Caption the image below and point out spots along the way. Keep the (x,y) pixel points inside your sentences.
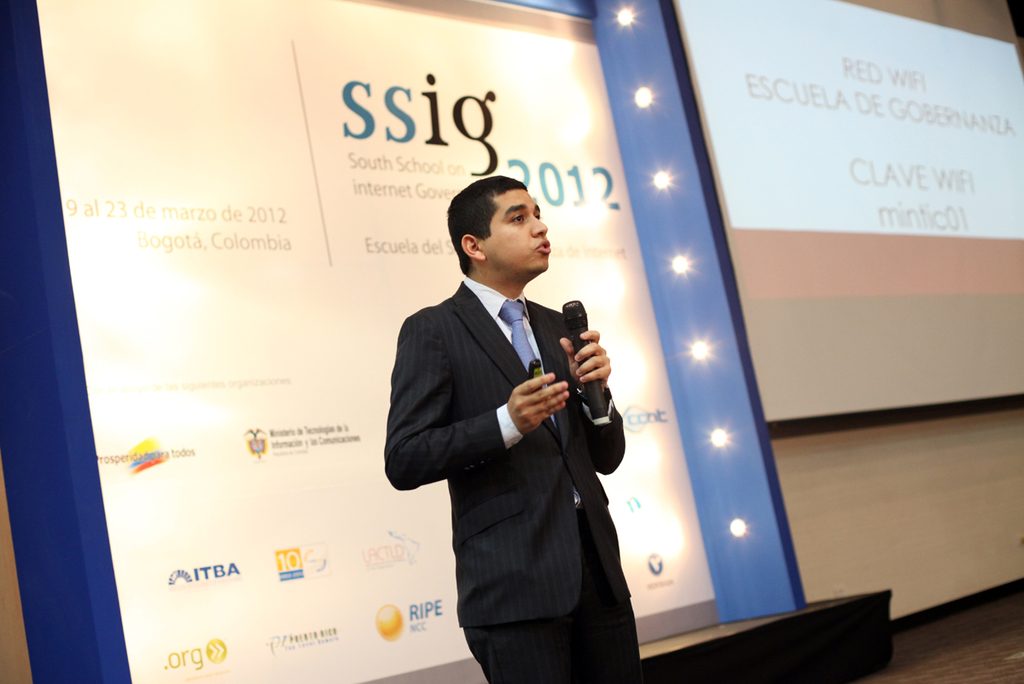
In this picture we can see a man (407,465) wore a blazer (497,363), tie (514,309) and holding a mic (604,408) with his hand (597,353) and talking and in the background (372,136) we can see a banner (469,123), screen (881,67), lights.
